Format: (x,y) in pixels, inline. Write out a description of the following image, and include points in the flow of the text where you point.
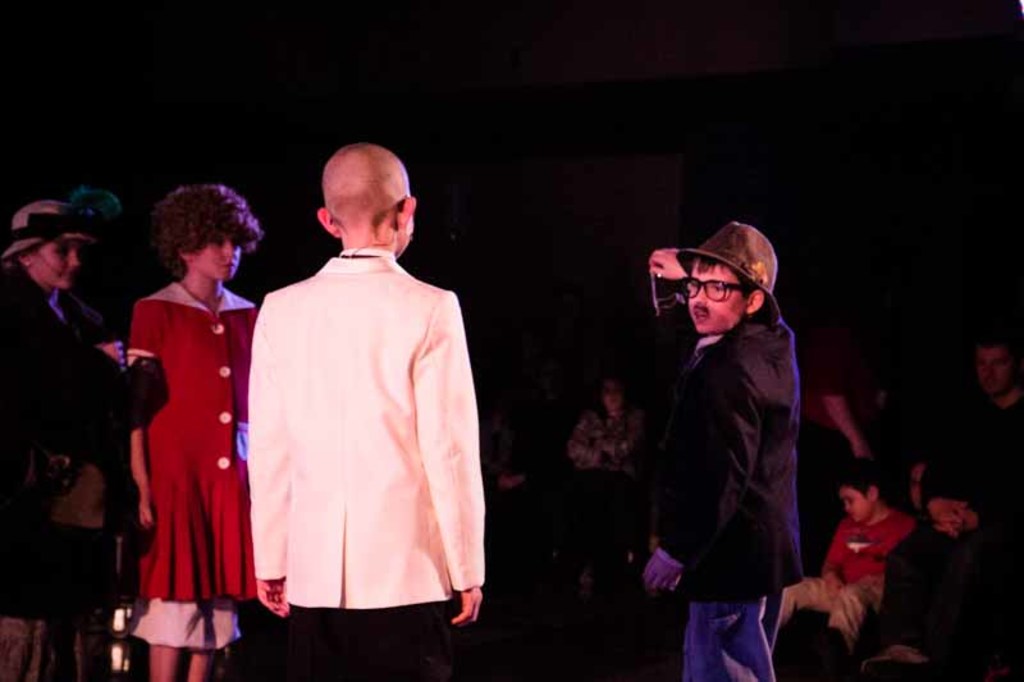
In this image, there are a few people (701,352). Among them, some people (746,423) are standing and some people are sitting. We can also see the dark background (510,349).
